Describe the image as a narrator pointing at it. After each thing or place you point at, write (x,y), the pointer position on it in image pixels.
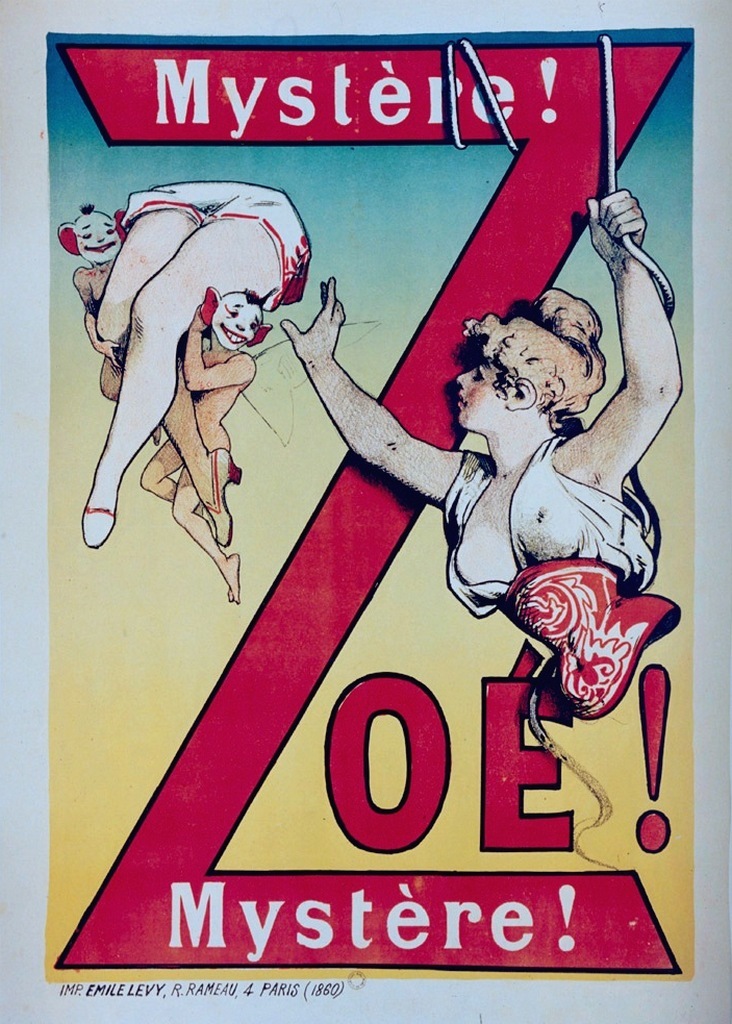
In this picture we can see poster (553,293), in this poster (559,253) we can see persons (631,557).
